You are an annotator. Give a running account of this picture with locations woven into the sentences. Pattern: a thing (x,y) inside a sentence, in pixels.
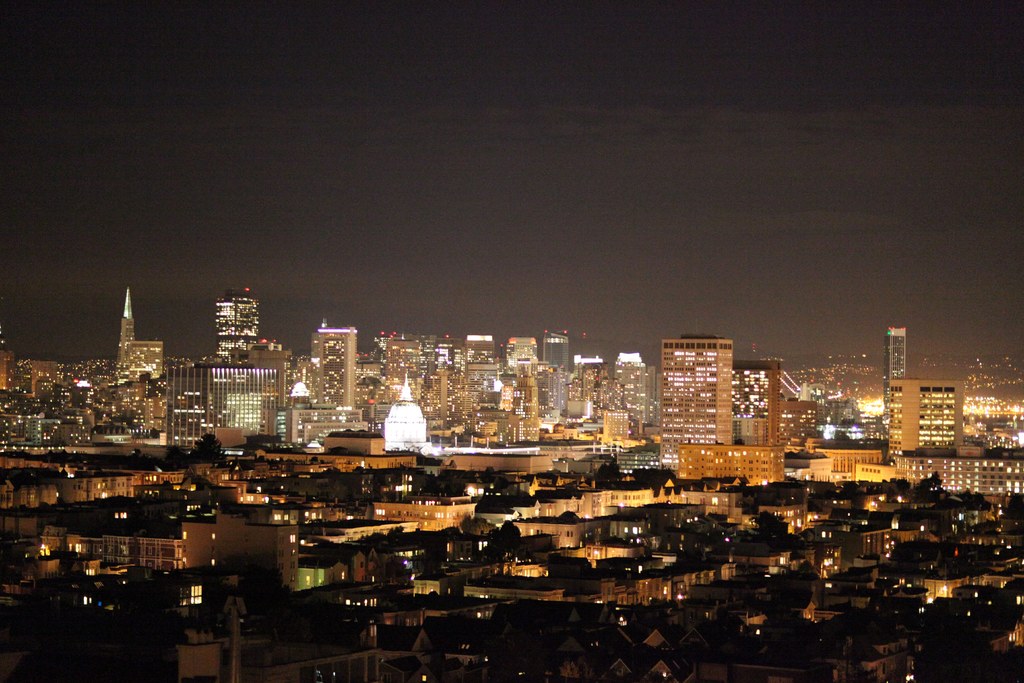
This image is clicked from a top view. There are buildings (257,543), skyscrapers (493,375) and light poles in the image. At the top (619,202) there is the sky (351,236).
